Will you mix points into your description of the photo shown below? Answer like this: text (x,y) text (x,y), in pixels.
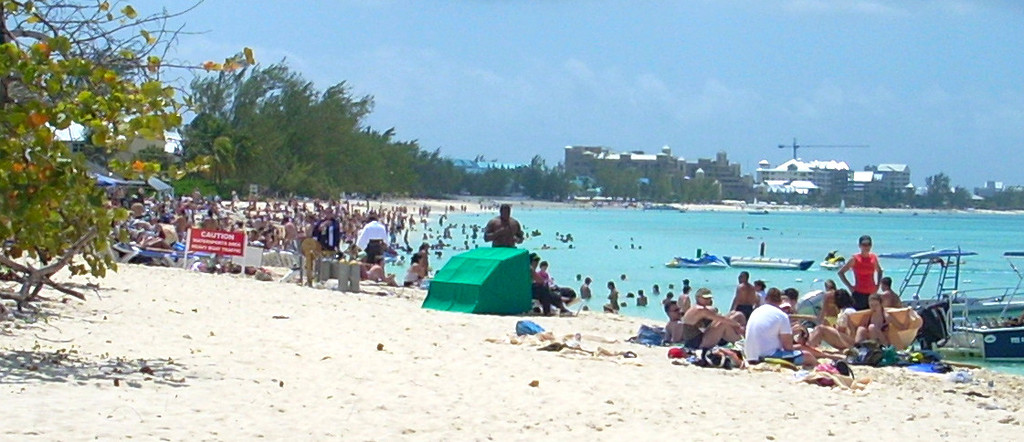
In this picture there are people (754,319) on the right (773,322) and left side of the image (171,247), there are boats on the water (744,238) and there are people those who are swimming in the image and there are trees (343,116) and buildings (704,163) in the background area of the image (229,182) and there is a caution board (226,245) on the left side of the image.
